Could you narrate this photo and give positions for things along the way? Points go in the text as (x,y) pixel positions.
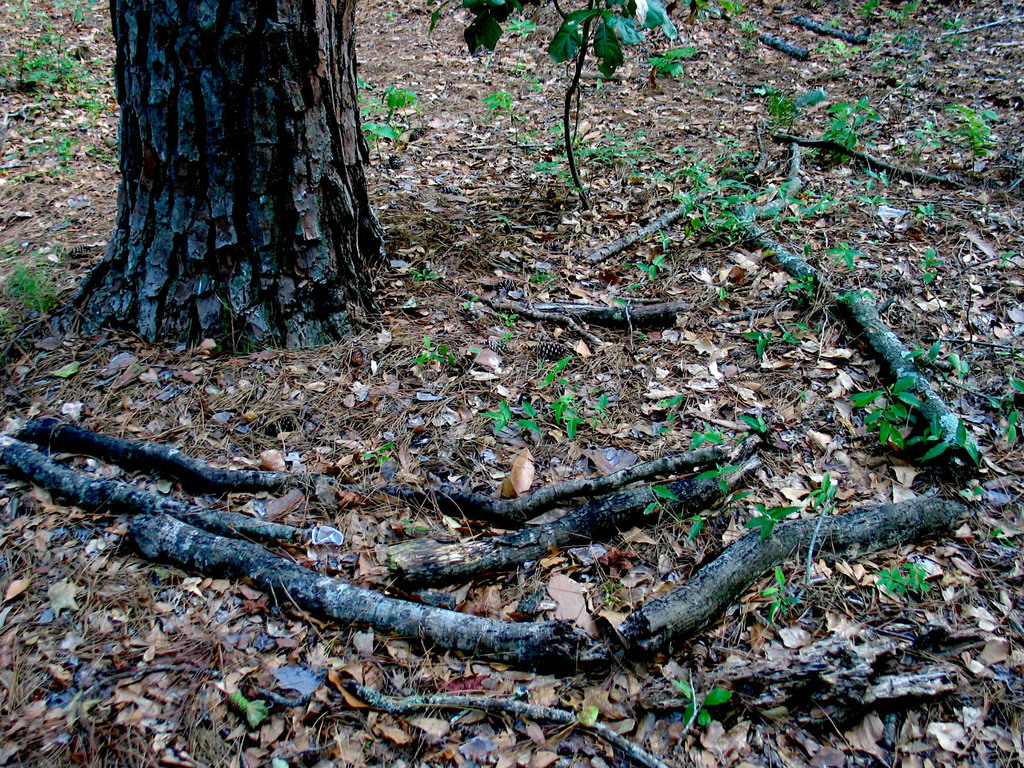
This image is clicked outside. There is a tree (324,288) at the top (218,181). There are small plants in the middle (597,418).
